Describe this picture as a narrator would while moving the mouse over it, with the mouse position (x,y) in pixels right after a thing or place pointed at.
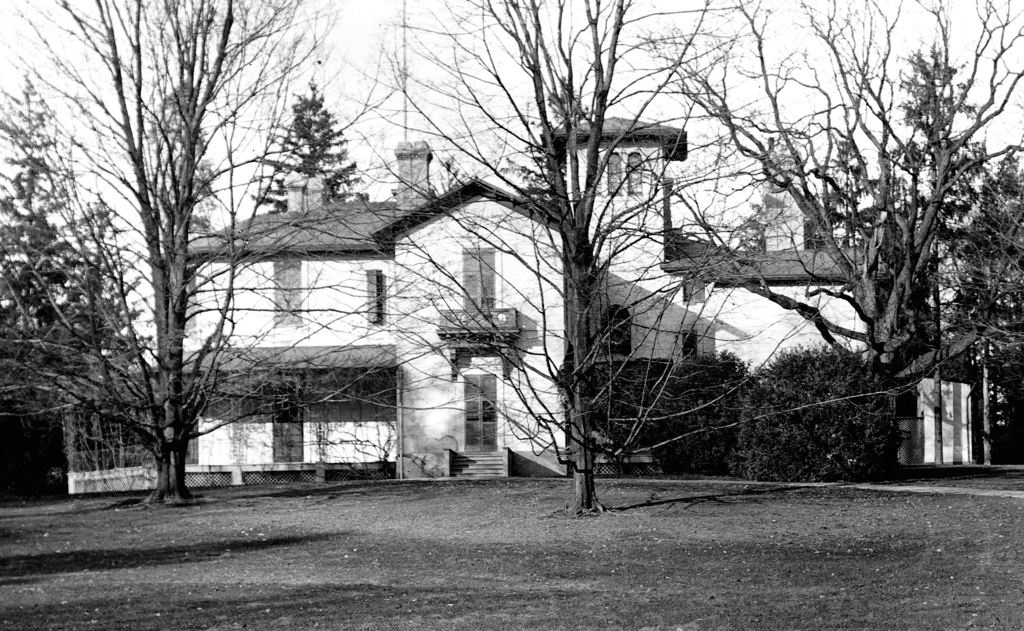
In this picture we can see a ground (556,509), here we can see a building (116,442), trees (591,319) and we can see sky (705,169) in the background (996,8).
